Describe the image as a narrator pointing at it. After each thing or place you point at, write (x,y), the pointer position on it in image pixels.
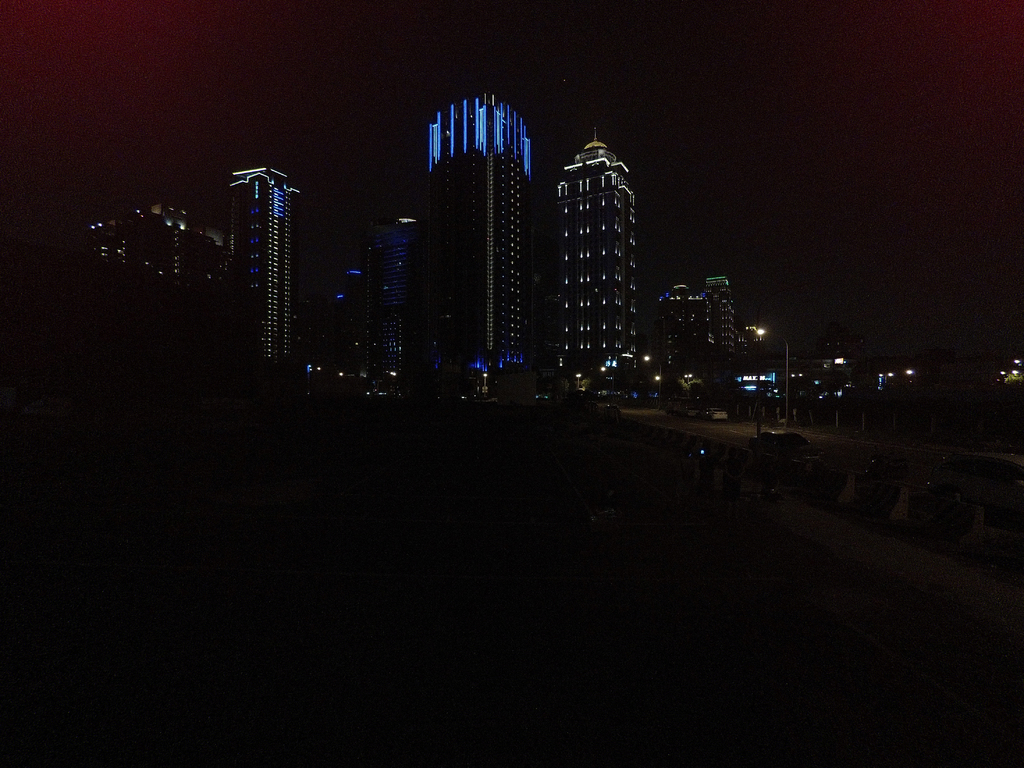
In the image there are many buildings (552,342) in the background (307,239) with lights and there is road (822,436) on the right side (734,425) with vehicles (728,413) moving on it, this is clicked at night time.
